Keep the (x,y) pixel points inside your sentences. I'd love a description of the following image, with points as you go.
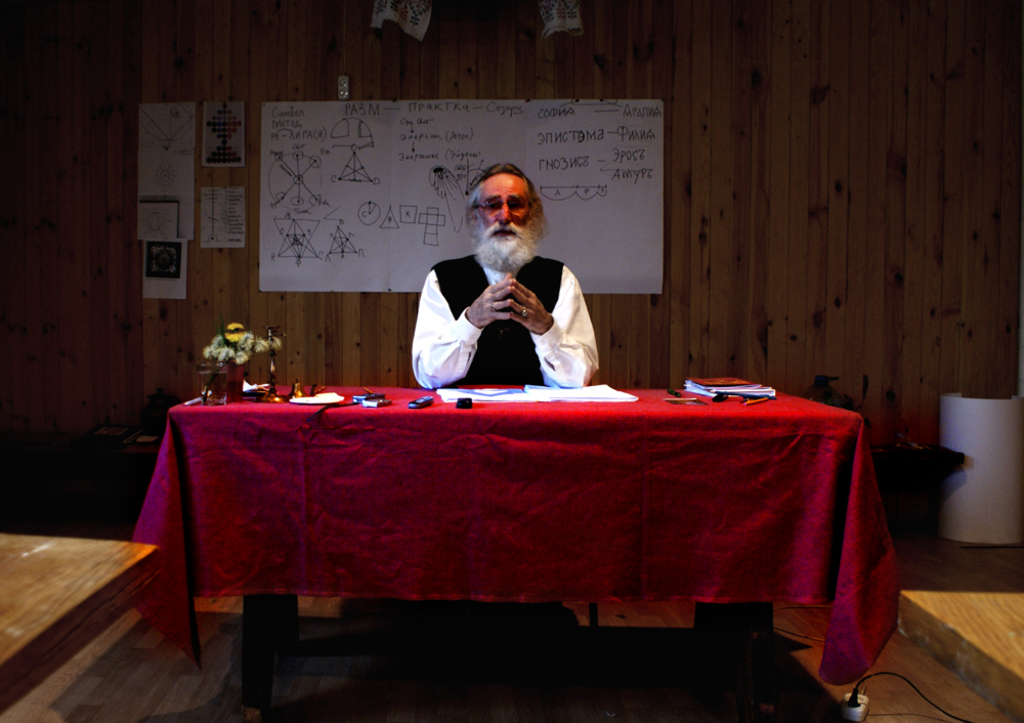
This image is taken inside a room (761,269). In this image there is a man (490,270) sitting on the chair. In the middle of the image (461,420) there is a table (359,407) with table cloth (499,522), glass (203,378) with water (213,387), flower vase (236,361), books (704,393) and few other things (252,399) on it. In the background (285,65) there is a wall (63,134) with charts (371,166), frames (168,260) and paintings (157,269) with text (650,172) on it. In the right side of the image (1011,413) there is a dustbin (1012,495). In the left side of the image (35,589) there is a table (69,595). At the bottom of the image (903,662) there is a floor (488,682) and a plug box (861,701) on it.
